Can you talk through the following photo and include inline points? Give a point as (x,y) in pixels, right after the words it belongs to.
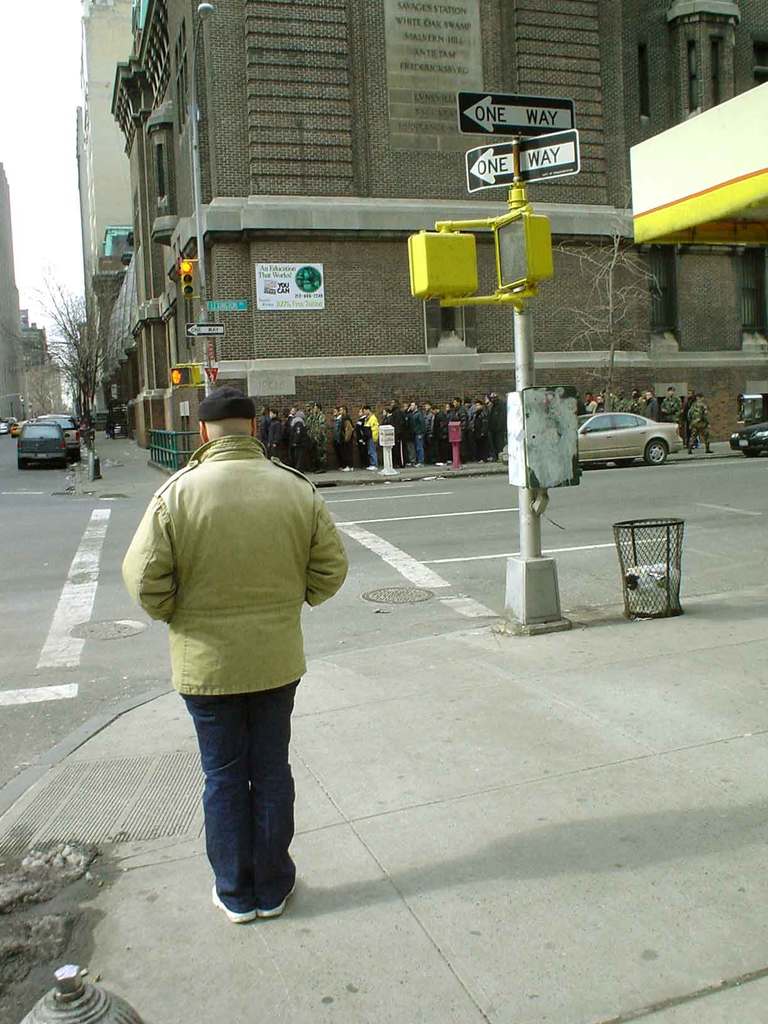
In this image we can see persons (356,420) standing on the road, buildings (398,226), traffic poles (201,320), traffic signals (428,266), motor vehicles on the road (74,513), trash bins (645,578), sign boards (535,165), trees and sky (58,129).
